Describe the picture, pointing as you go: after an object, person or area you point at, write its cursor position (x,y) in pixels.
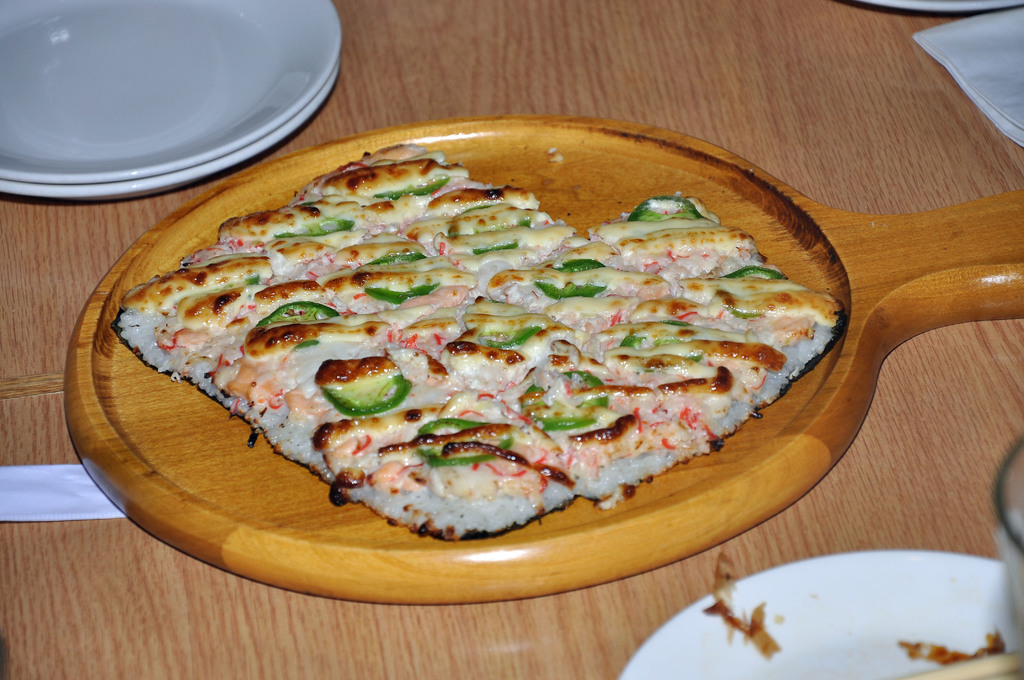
In the center of this picture (581,229) we can see a wooden platter (249,518) containing some food item (512,383) which seems to be the pizza (717,353) and we can see the plates (969,589) and some other items (1011,111) are placed on the top of the wooden table (622,633).
